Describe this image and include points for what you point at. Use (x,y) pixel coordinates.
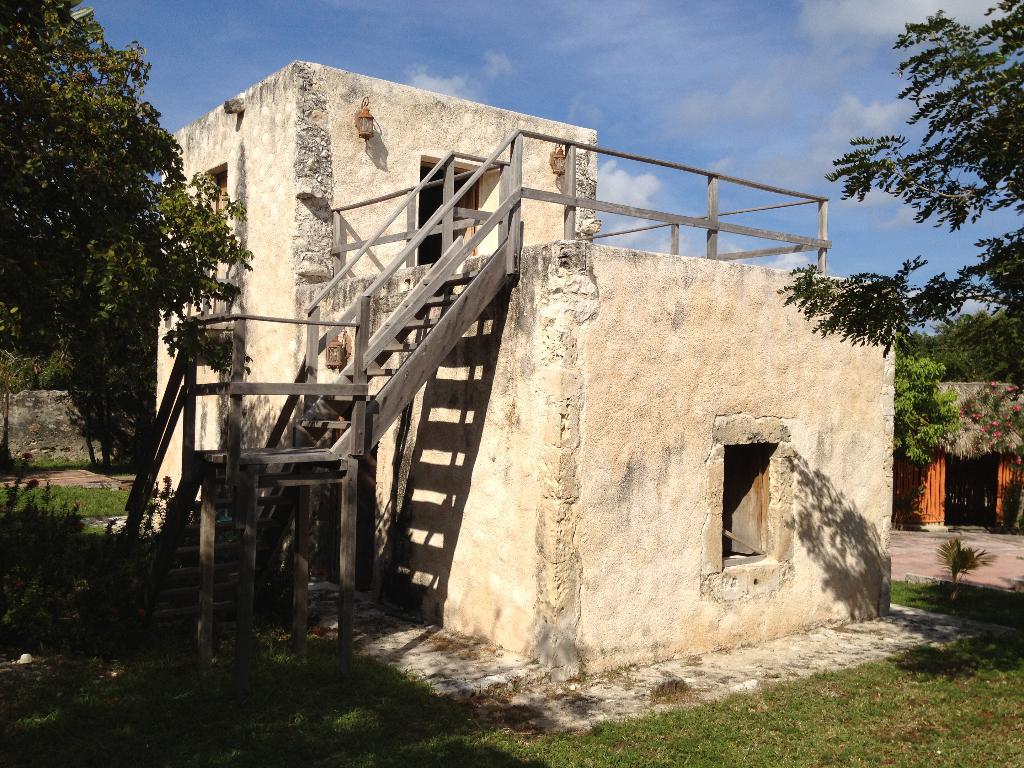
At the center of the image (518,395) there are buildings (552,551), in front of the buildings (638,635) there is the surface of the grass (795,729). In the background (998,324) there are plants (42,632), trees (972,272) and the sky (625,173).
